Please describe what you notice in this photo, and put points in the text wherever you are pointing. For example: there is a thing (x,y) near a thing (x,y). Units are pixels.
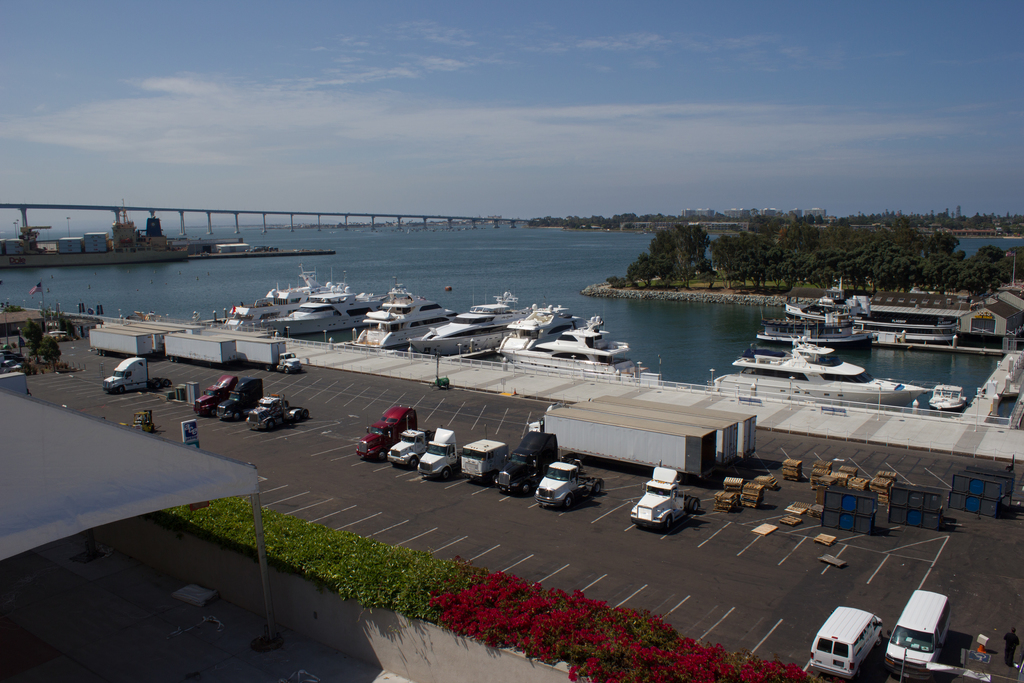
In the middle of the image (426,431) we can see several vehicles (456,441) parked in a parking lot (789,612). To the right side of the image (924,221) we can see group of plants (924,259), building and boats (797,361) standing on water (558,271). To the left side of the image (3,244) we can see a bridge (496,220), ship (134,225) and in the background (86,80) we can see cloudy sky (235,131).
